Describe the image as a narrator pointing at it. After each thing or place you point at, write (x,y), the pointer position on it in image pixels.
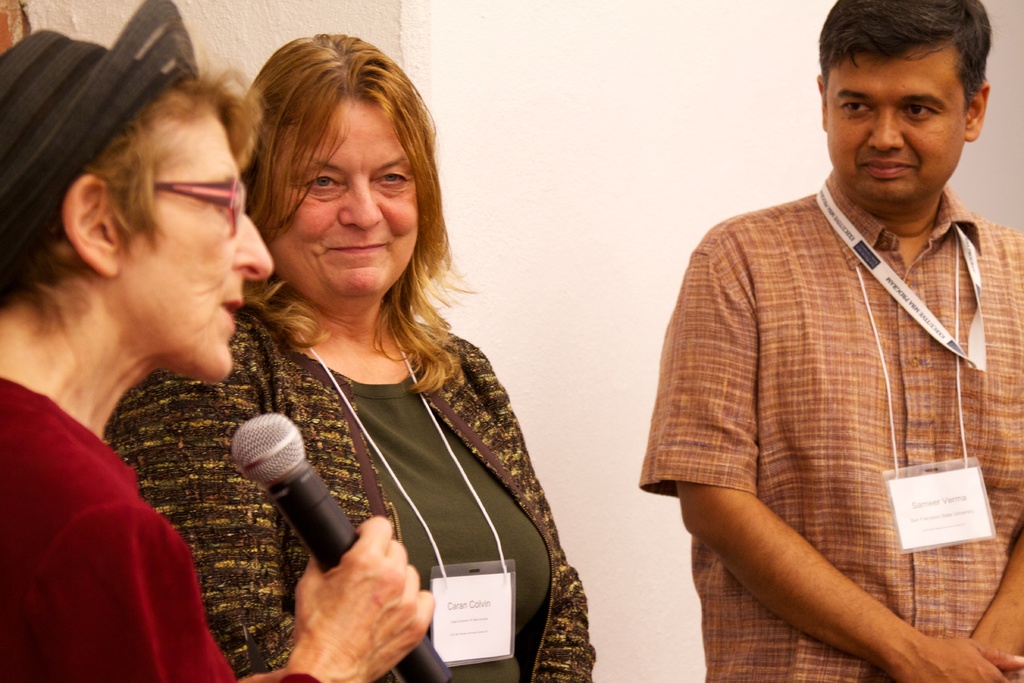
In this picture there are three people (409,151). The lady (212,220) to the left of the image (137,580) is holding a mic (308,511) in her hand (329,586) talking. The rest of the two guys (401,456) have a white color id card (514,589) in their neck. The background (581,205) is white in color.
